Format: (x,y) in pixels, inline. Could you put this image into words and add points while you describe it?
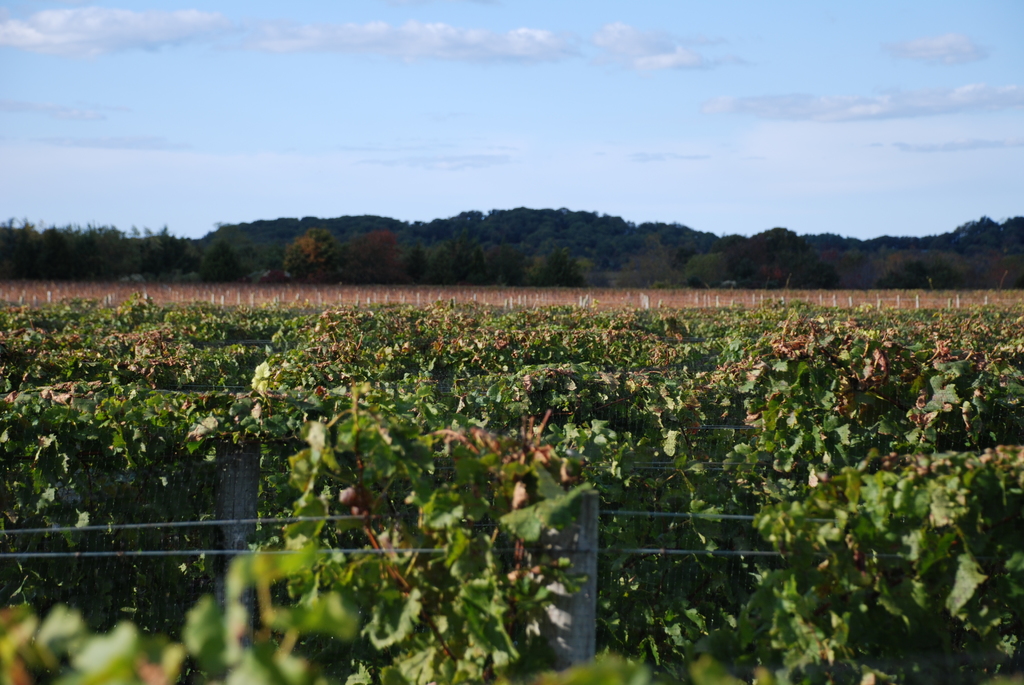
This image consists of many plants (517,478). In the background (348,248), there are trees (776,242). At the top (718,111), there are clouds (68,41) in the sky (68,41).
